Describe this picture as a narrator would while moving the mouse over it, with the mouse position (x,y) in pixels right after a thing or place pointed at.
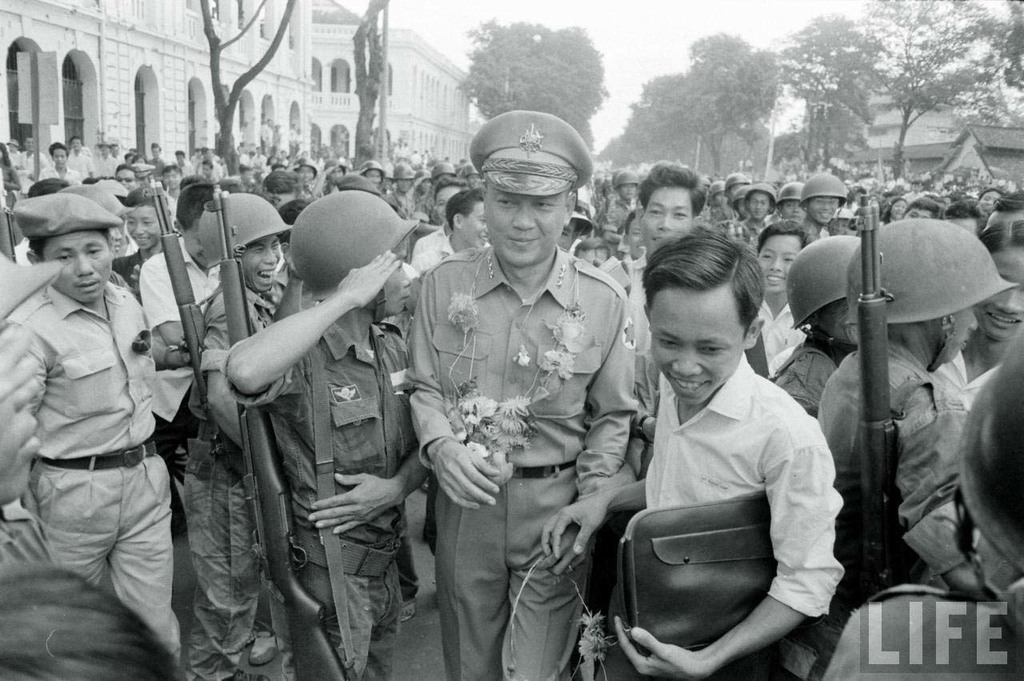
This is a black and white image. In this image we can see a group of people (611,261) standing on the ground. In that a man (779,520) is holding a bag (770,539) and the other are holding the guns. On the backside (462,101) we can see a group of trees (617,158), some buildings (461,157) with windows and the sky (615,29).
